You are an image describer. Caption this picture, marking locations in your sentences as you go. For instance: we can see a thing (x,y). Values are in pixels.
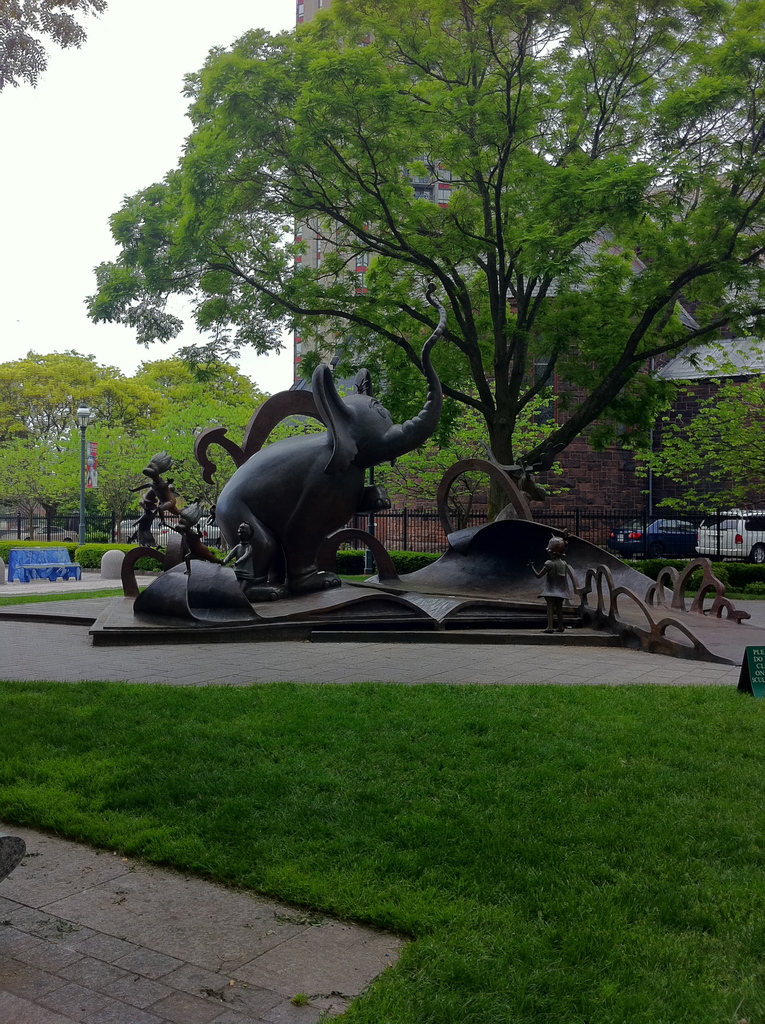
In the center of the image (280,530) we can see a sculpture (520,607). At the bottom (408,823) there is grass (443,820). In the background (68,539) there is a fence (585,528), trees (526,267), building (651,320), cars (735,527) and sky (66,167). On the left (44,575) there is a bench (48,566).
